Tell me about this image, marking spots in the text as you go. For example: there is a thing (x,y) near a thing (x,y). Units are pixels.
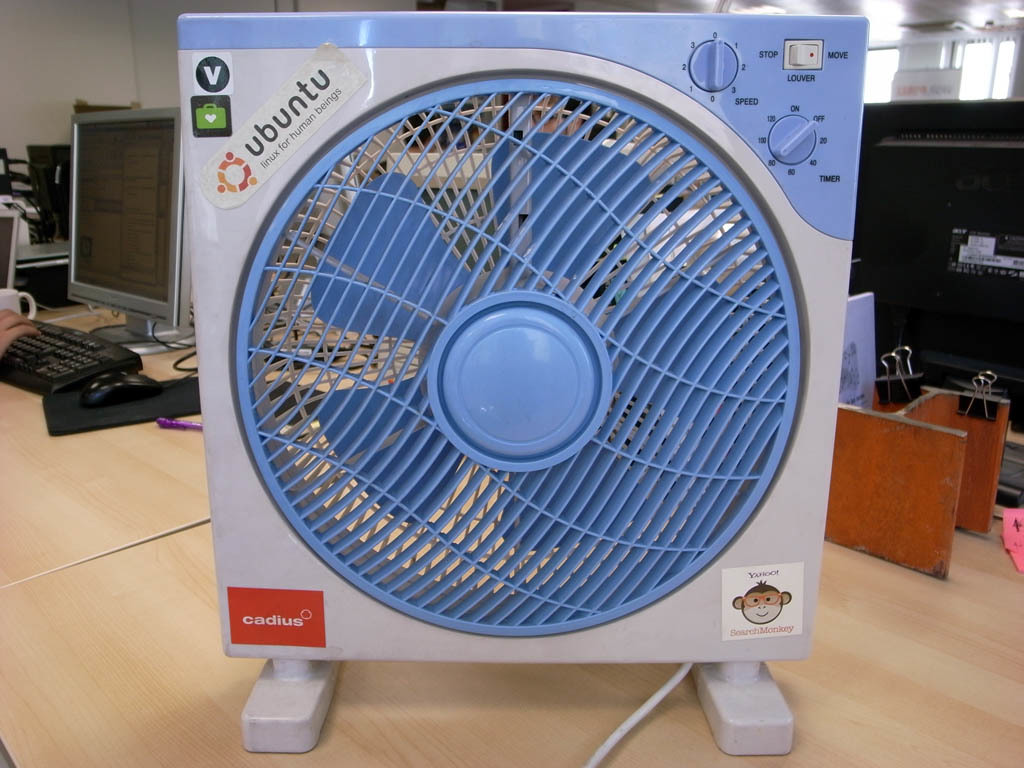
In this image I can see there is a person's hand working on the computer (91,200). And there is a cooler (527,537) placed on the table (43,428). And there are some objects (165,263) on it. And at the back (945,51) there is a window (882,80) and a wall (57,114).
